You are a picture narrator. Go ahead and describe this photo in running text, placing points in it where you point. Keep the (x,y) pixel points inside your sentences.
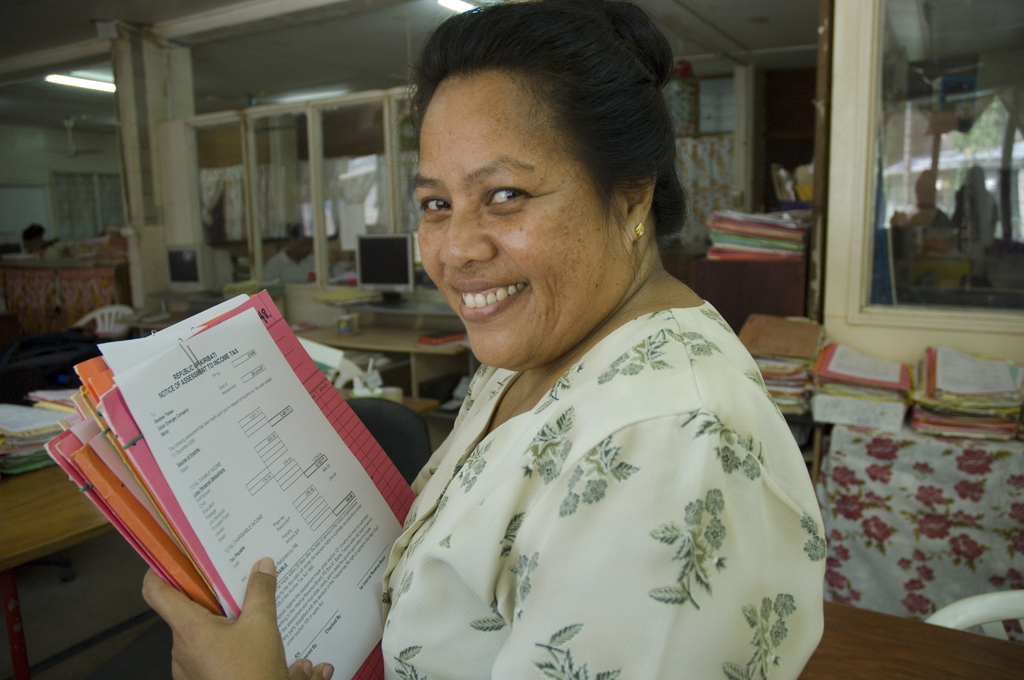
A lady (562,452) with floral white top (658,495) is standing and smiling. She is holding some files (161,523) in her hand (225,620). To the right corner (923,471) there is a table (846,457) with files (921,387) and papers (897,387). Behind the table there is door (885,189) with the glass (960,201). In the background (376,280) there are two monitors (213,258), white chair (105,310), windows (345,183) with the glasses (283,182) and a light (458,10) on the top corner (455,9).
